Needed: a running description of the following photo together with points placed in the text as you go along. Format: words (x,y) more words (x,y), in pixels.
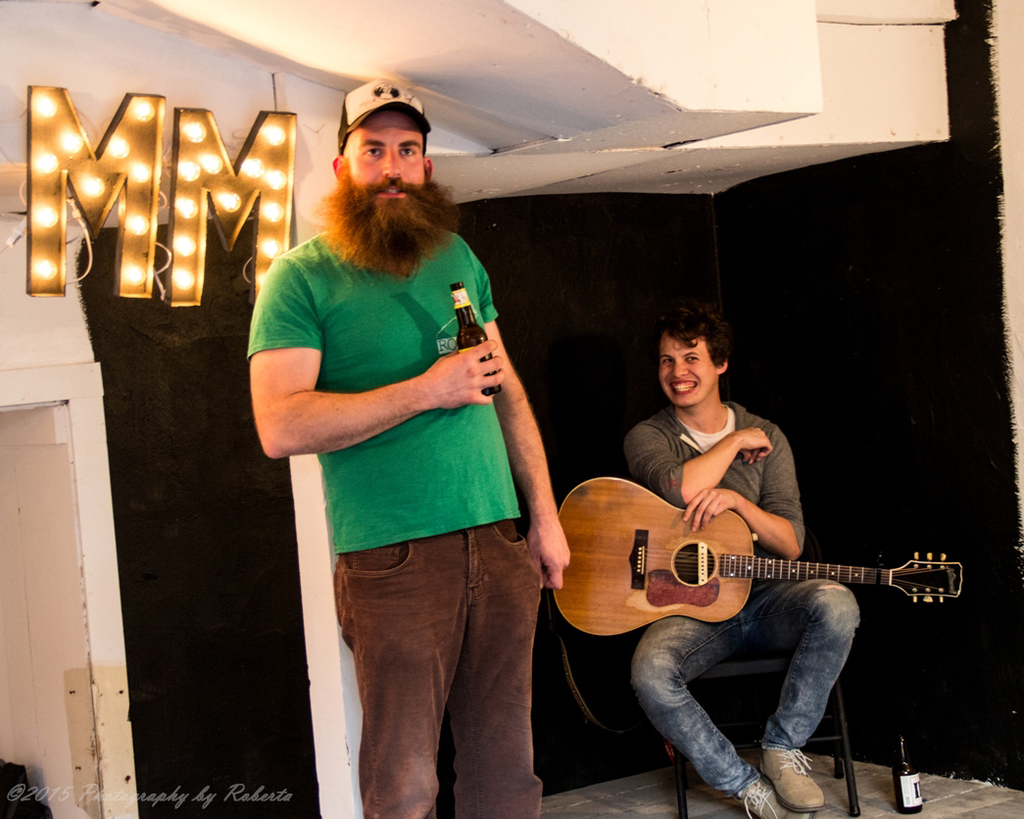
This is a picture taken in a room (466,487), there are two people (522,465) on the floor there is a man (363,406) in green t shirt (395,447) holding the bottle (462,331) and the other man (735,463) is sitting on chair (739,669) holding a guitar (692,555). Background of this two people (457,435) is a black color wall (617,294).
